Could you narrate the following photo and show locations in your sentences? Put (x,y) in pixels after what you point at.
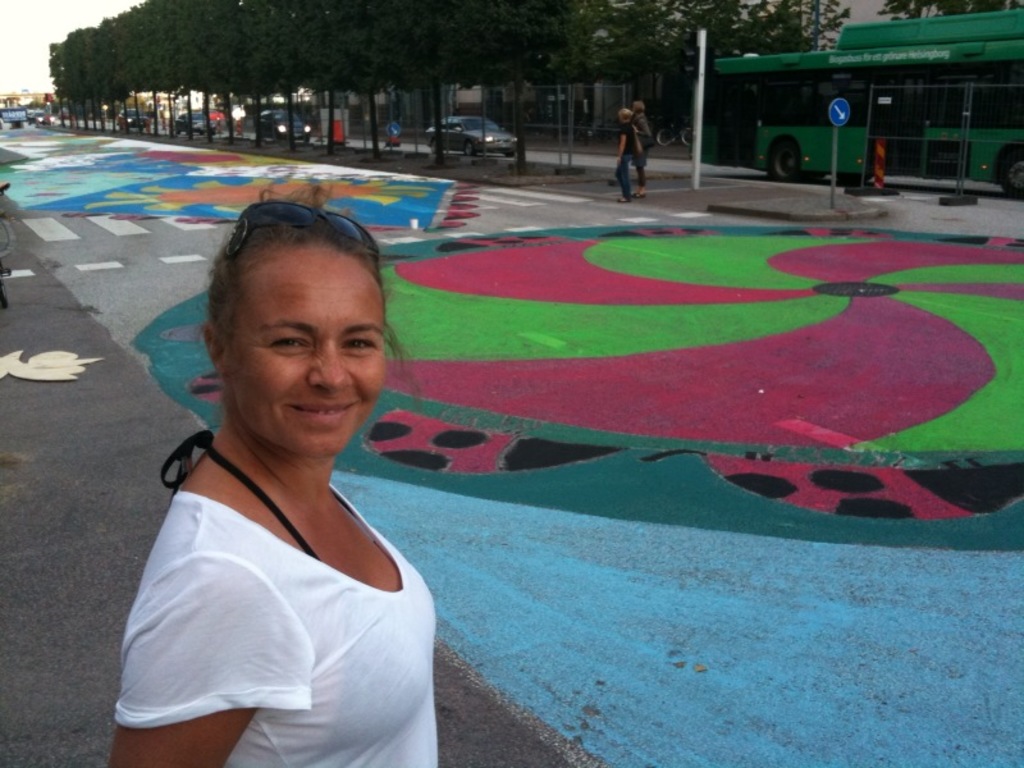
Here we can see a woman (287,728) posing to a camera and she is smiling. In the background (468,5) we can see trees (468,5), vehicles (909,97), poles (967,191), boards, sky (29,31), and few persons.
